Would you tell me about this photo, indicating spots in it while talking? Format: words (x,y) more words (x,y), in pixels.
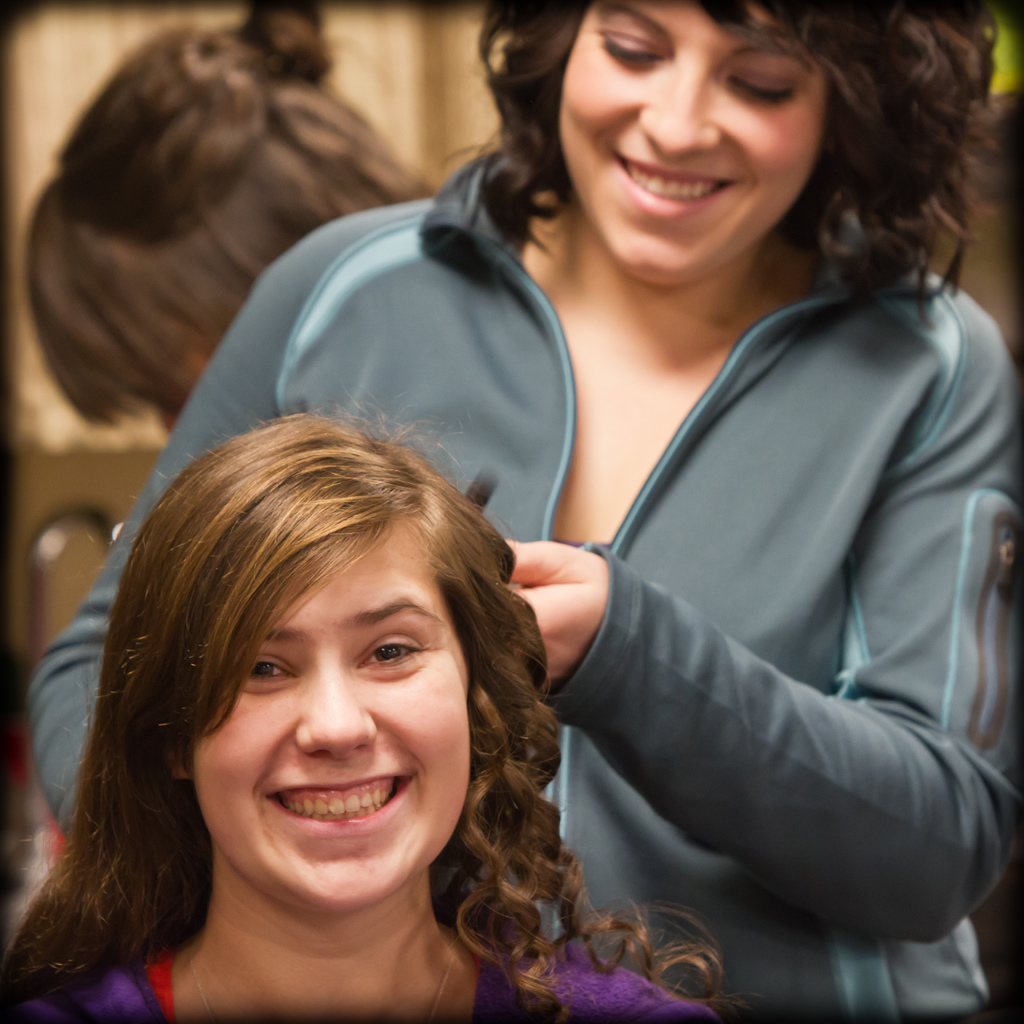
A woman (265,1004) is sitting. Another woman (751,256) is standing and curling her hair (536,775).
